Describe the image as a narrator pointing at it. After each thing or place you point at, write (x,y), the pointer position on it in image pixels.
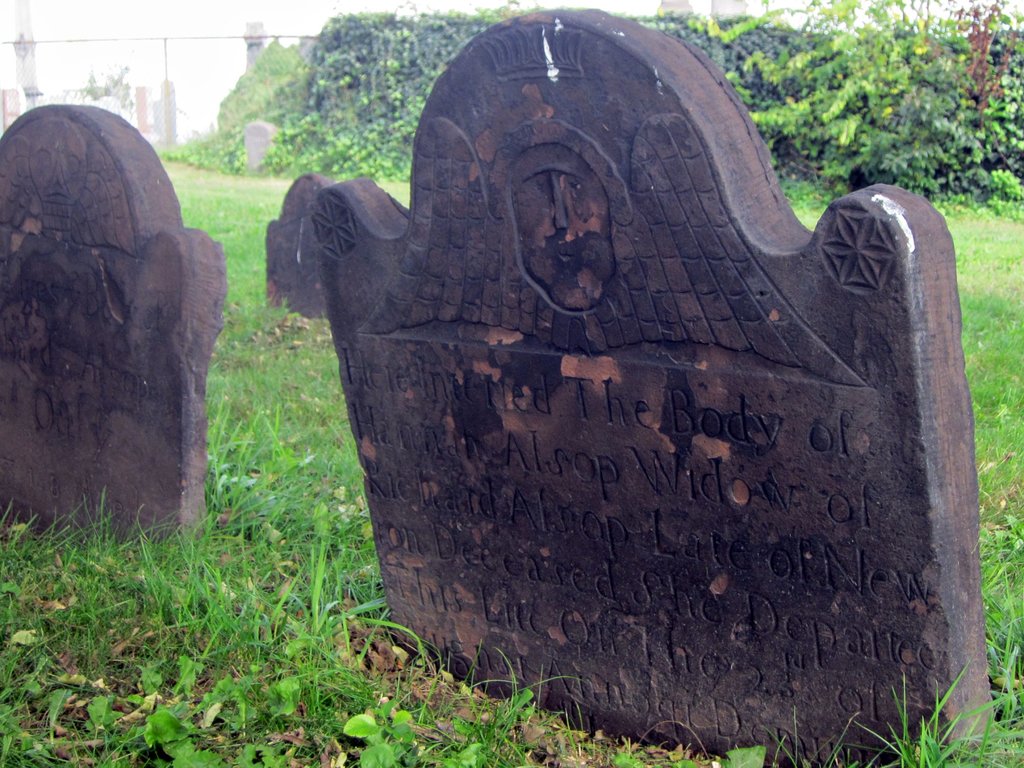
In this picture we can see a few gravestones (772,753) on the grass (414,662). There are few plants (286,158) in the background (912,160).
